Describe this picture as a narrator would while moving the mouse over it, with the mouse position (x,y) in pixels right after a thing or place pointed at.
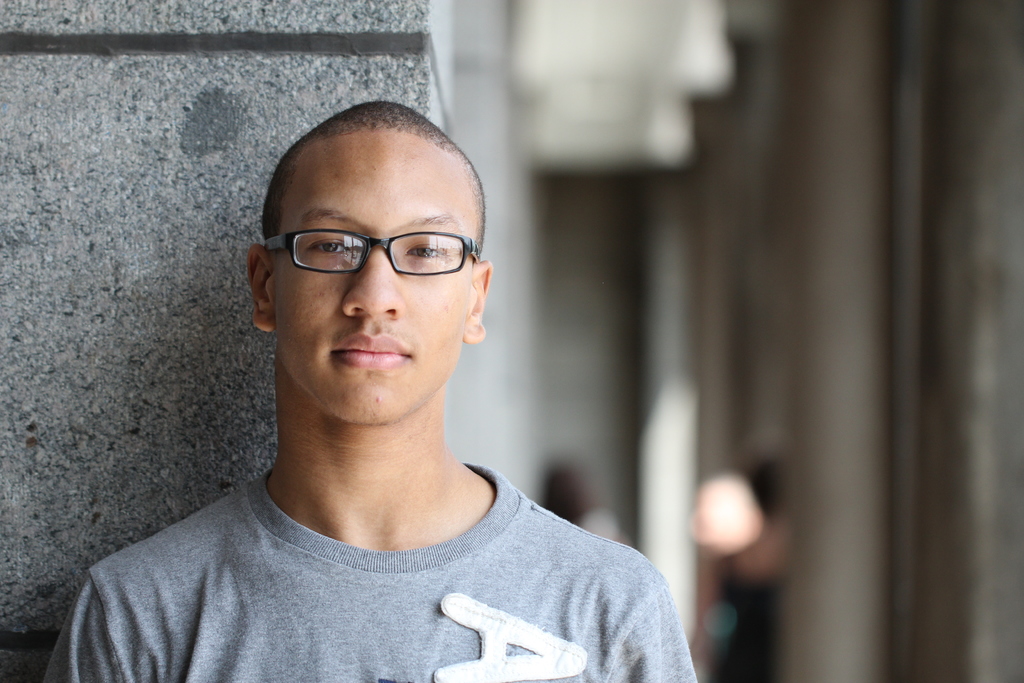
This image is taken outdoors. In the middle of the image (400,233) there is a boy (348,411). He has worn a T-shirt (241,595) and spectacles (390,247). In the background (83,201) there is a wall (63,327). On the right side of the image (729,590) there is a person (775,569) and the image is a little blurred on the right side (952,62).
